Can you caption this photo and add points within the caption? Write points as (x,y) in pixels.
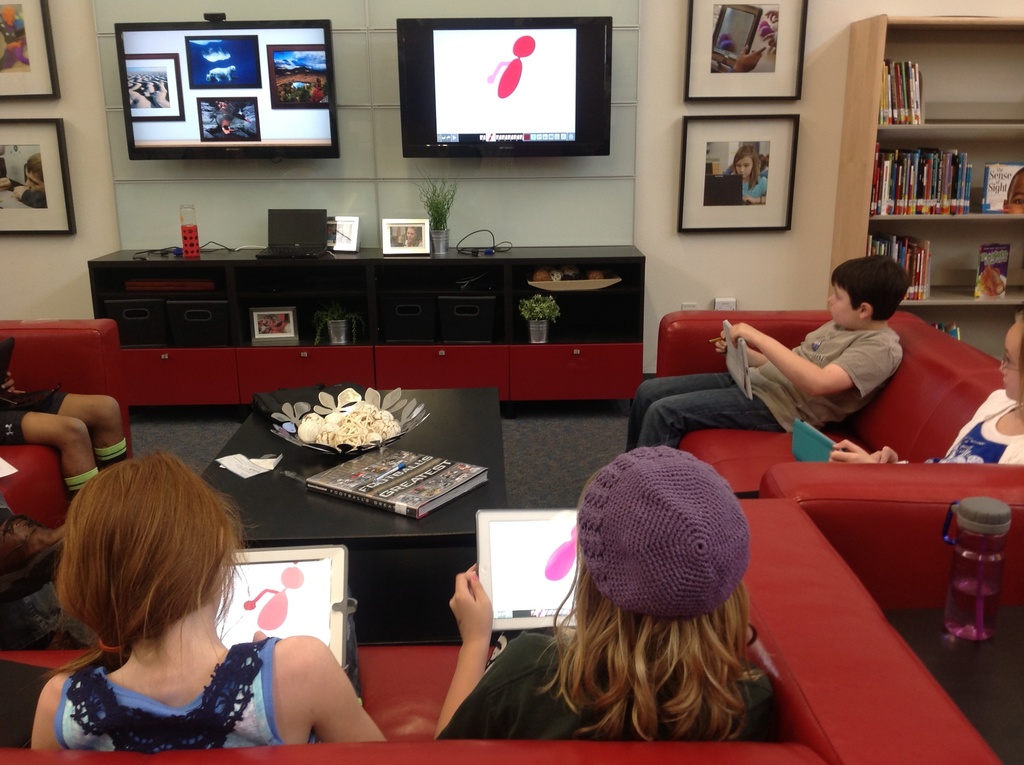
Children (734,328) are projecting drawing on a screen (517,123) using tablet PC (260,588).
